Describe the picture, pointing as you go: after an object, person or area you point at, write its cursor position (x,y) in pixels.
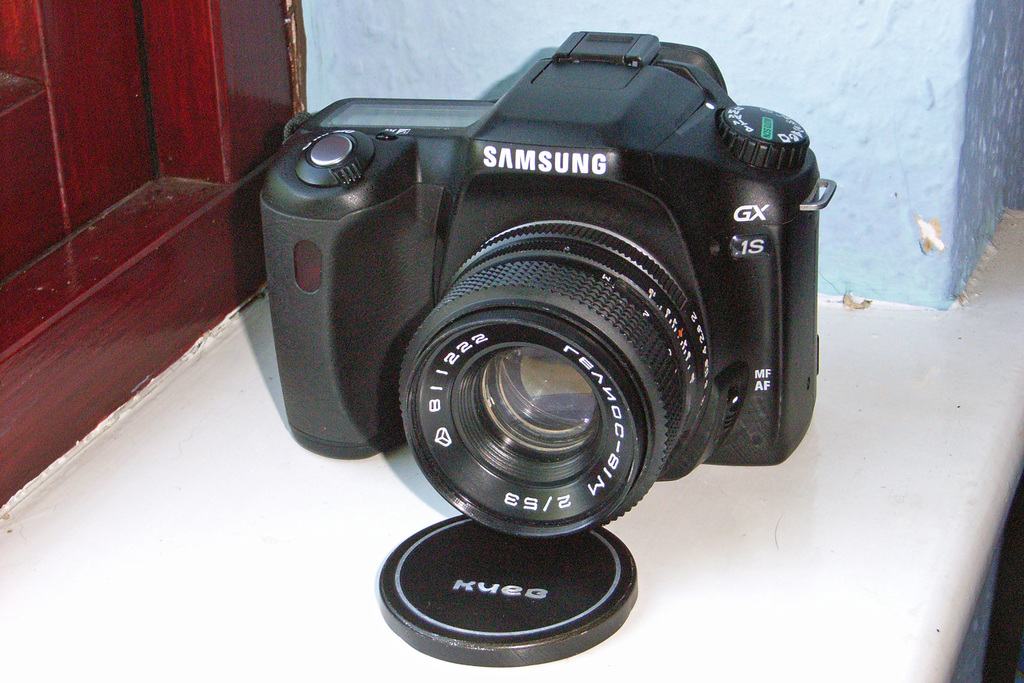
This image consists of a camera (444,481). It is in black color. It is placed near the door (128,217). There is ''Samsung'' written on it. It has a cap (541,609).
